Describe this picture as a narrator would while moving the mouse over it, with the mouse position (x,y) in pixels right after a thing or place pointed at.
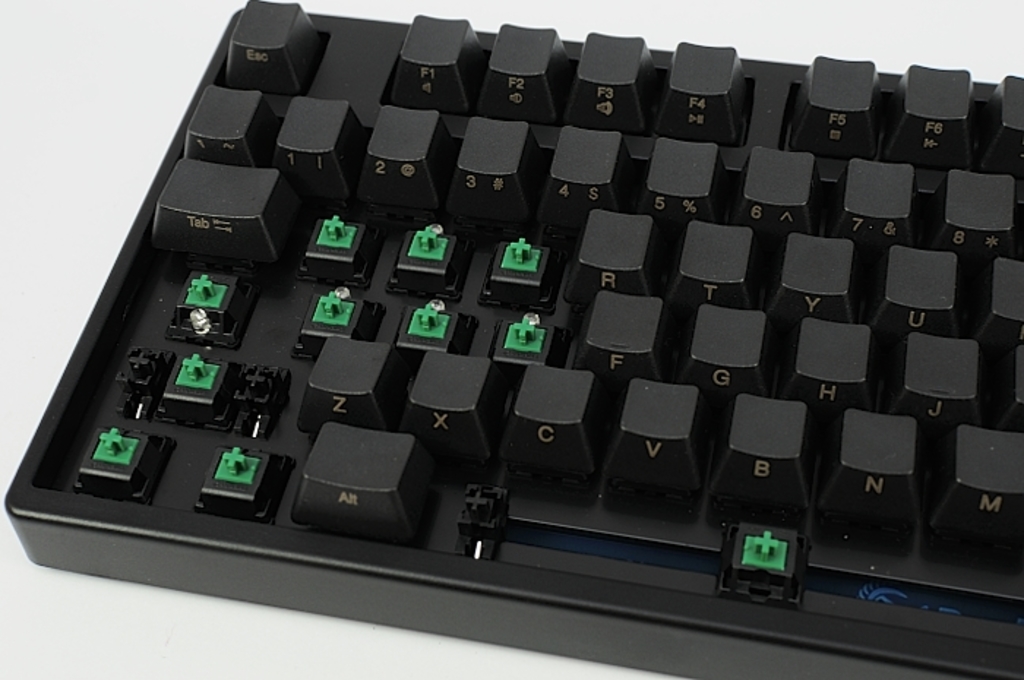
In this image we can see a keyboard (357,366) on a white color platform (95,624) and some keys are missing in it.
